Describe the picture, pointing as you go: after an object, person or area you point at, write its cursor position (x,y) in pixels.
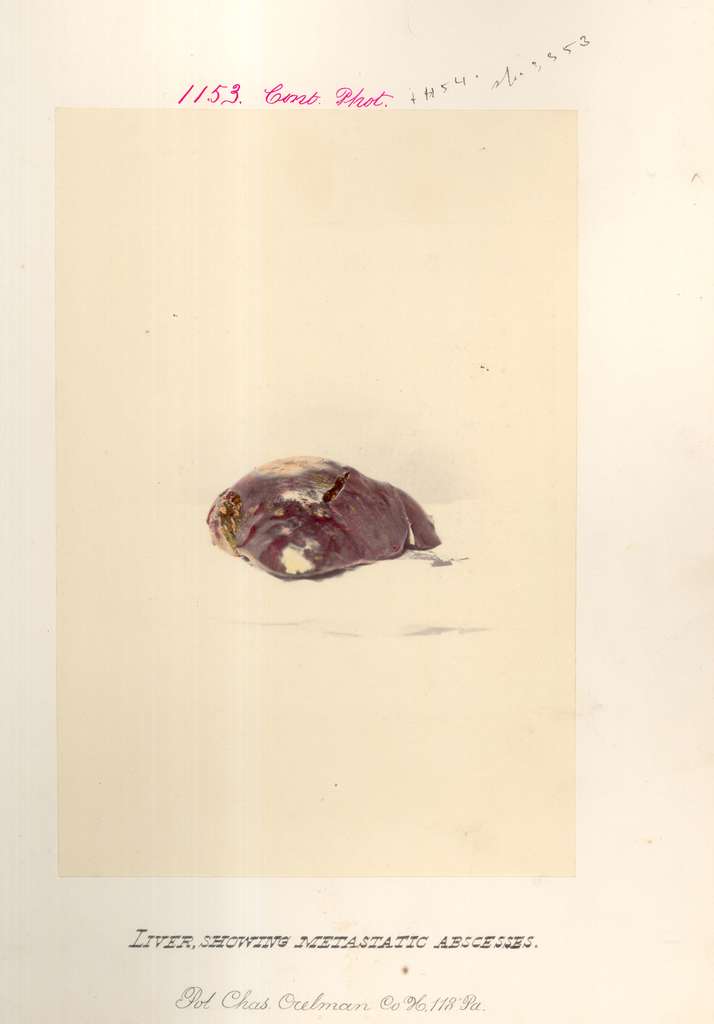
In this image there is a card (335,608). In the center (280,513) we can see a liver (326,486). At the top (253,95) and bottom there is text (402,944) written.
